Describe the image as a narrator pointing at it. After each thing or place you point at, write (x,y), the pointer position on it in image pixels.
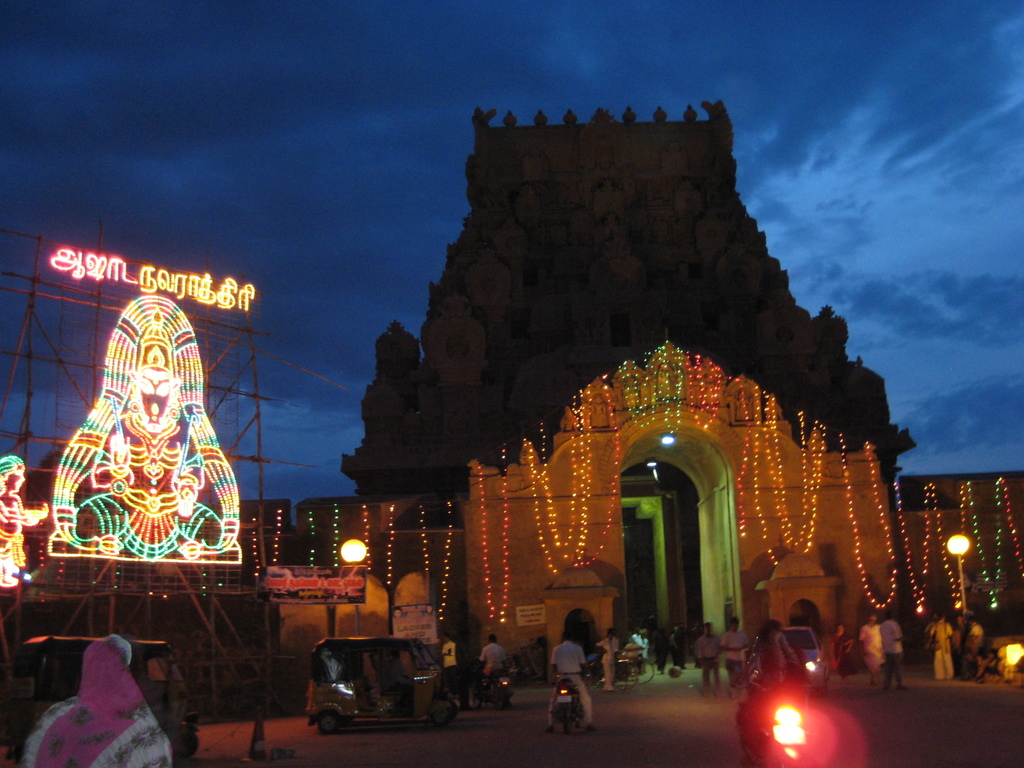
In the picture we can see a night view of a temple (752,289) which is decorated with a light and we can also see some people (101,709) walking in the temple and some are riding the bikes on the path (737,756) and besides, we can see an auto rickshaw (58,664), and lights (126,377) and we can see a sky (770,136) which is blue in color.
